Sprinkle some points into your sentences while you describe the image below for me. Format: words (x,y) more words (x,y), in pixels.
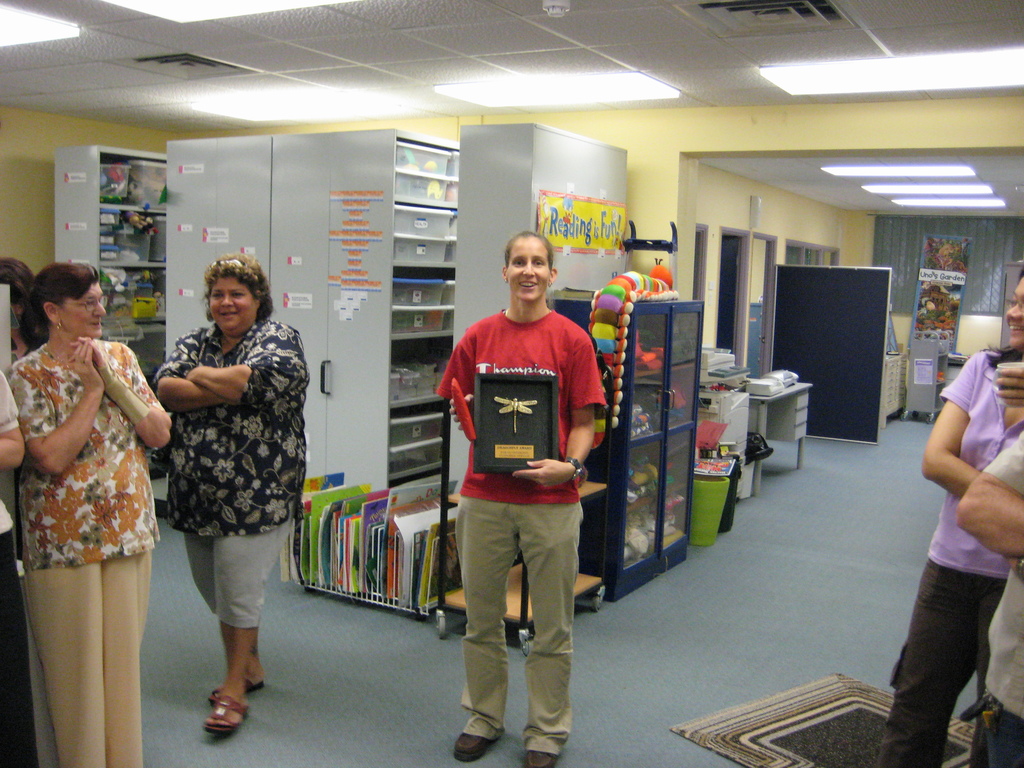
In this picture there are people (992,505) on the right (968,514) and left side of the image (250,296) and there is a girl (574,344) in the center of the image (481,484), by holding a box (528,378) in her hands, there are racks (184,320) in the background area of the image (609,232).
